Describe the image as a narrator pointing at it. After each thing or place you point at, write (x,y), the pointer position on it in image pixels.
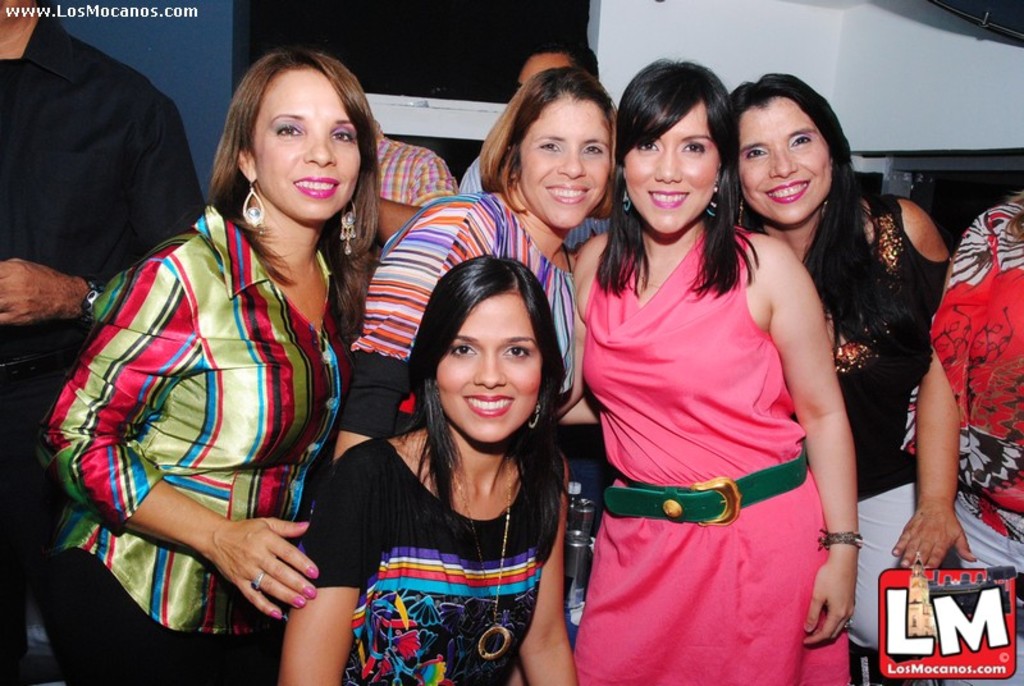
This image consists of many girls (412,427). In the front (476,628), the woman (459,612) is wearing black dress (341,556). In the background (326,45), there is a wall (625,45) along with a window (411,45). To the left (83,112), there is a man (62,314) standing.
